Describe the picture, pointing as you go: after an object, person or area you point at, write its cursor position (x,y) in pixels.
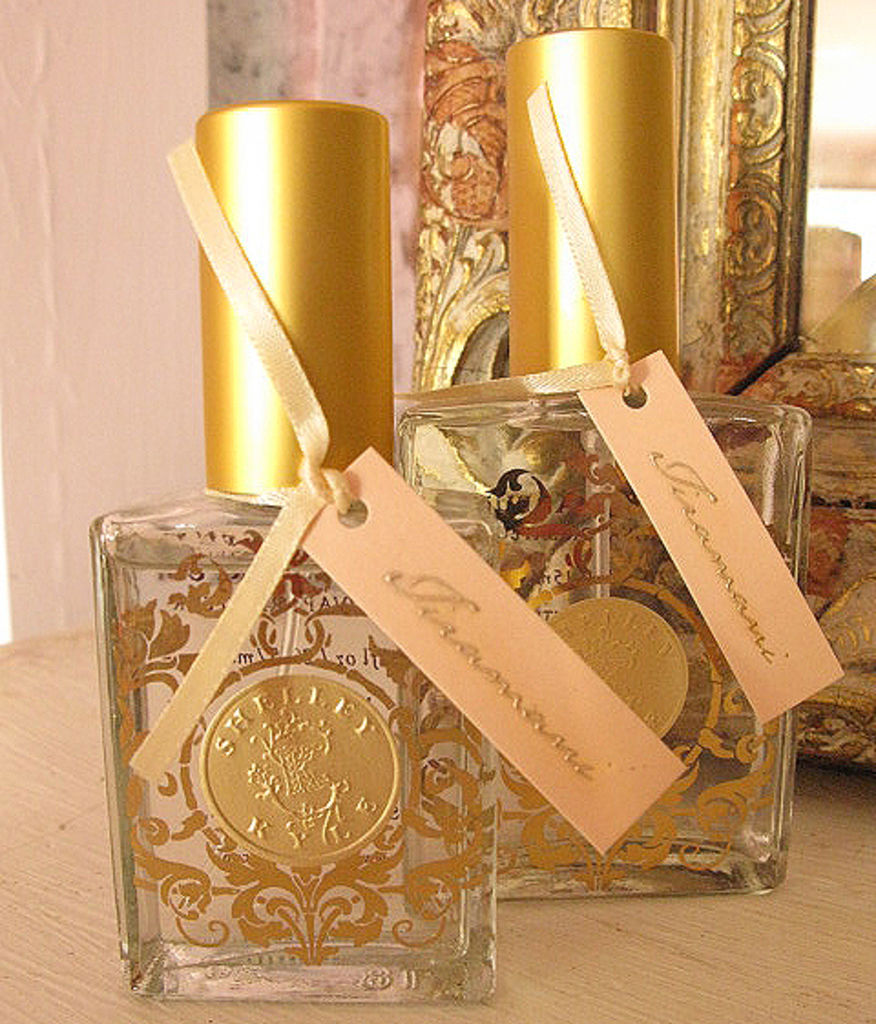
In this picture I can see perfume bottles (162,639) and a frame (773,106) on the wooden object (784,1020), and in the background (121,389) there is a wall (124,265).
